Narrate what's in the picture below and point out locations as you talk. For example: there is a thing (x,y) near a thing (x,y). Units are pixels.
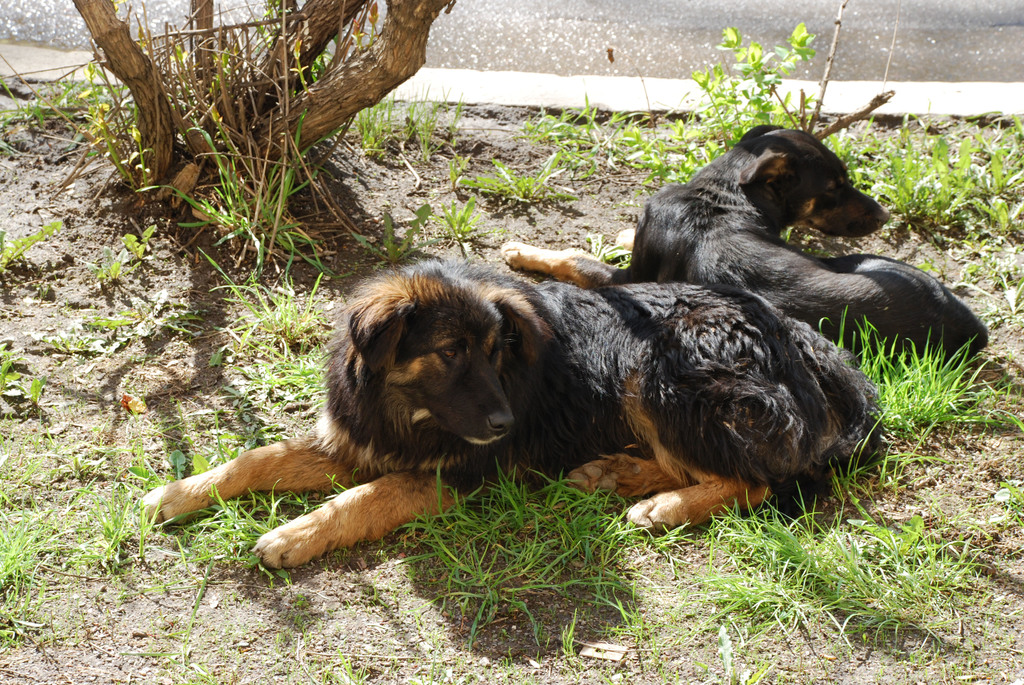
In this image on the floor (926,232) there are two dogs (686,326), plants (734,123), grasses (709,583). In the background (181,128) there is road (545,36) and tree (259,68).
